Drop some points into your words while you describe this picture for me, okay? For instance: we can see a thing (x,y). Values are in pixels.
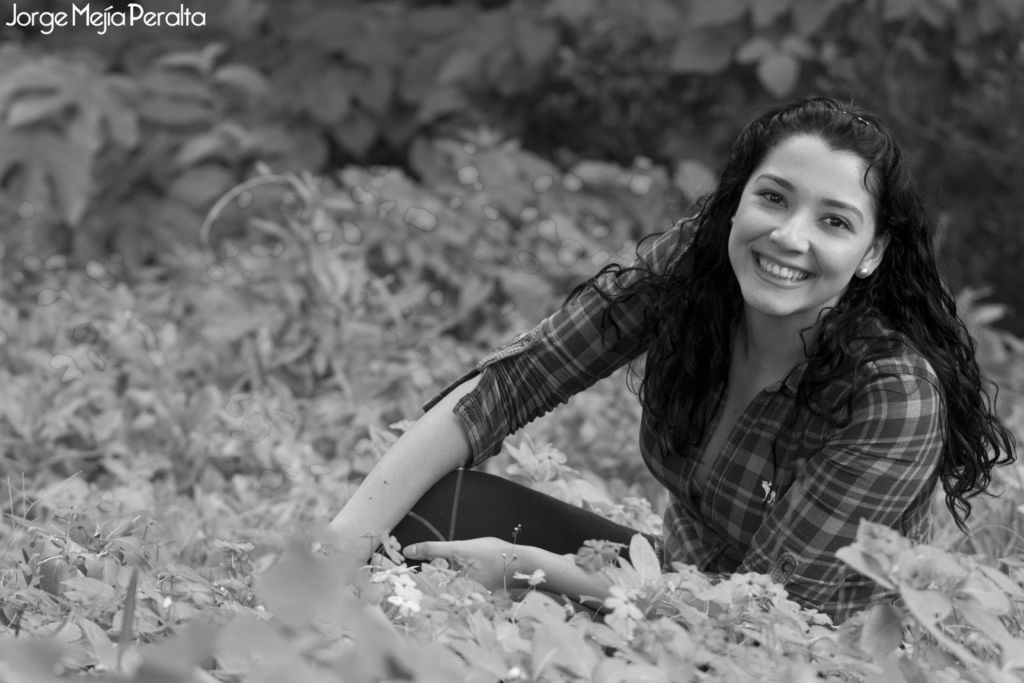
In this picture there is a woman (808,290) sitting and smiling. At the back (19,361) there are plants (412,92). At the bottom (358,557) there are flowers (608,541) on the plants (362,676). At the top left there is text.
